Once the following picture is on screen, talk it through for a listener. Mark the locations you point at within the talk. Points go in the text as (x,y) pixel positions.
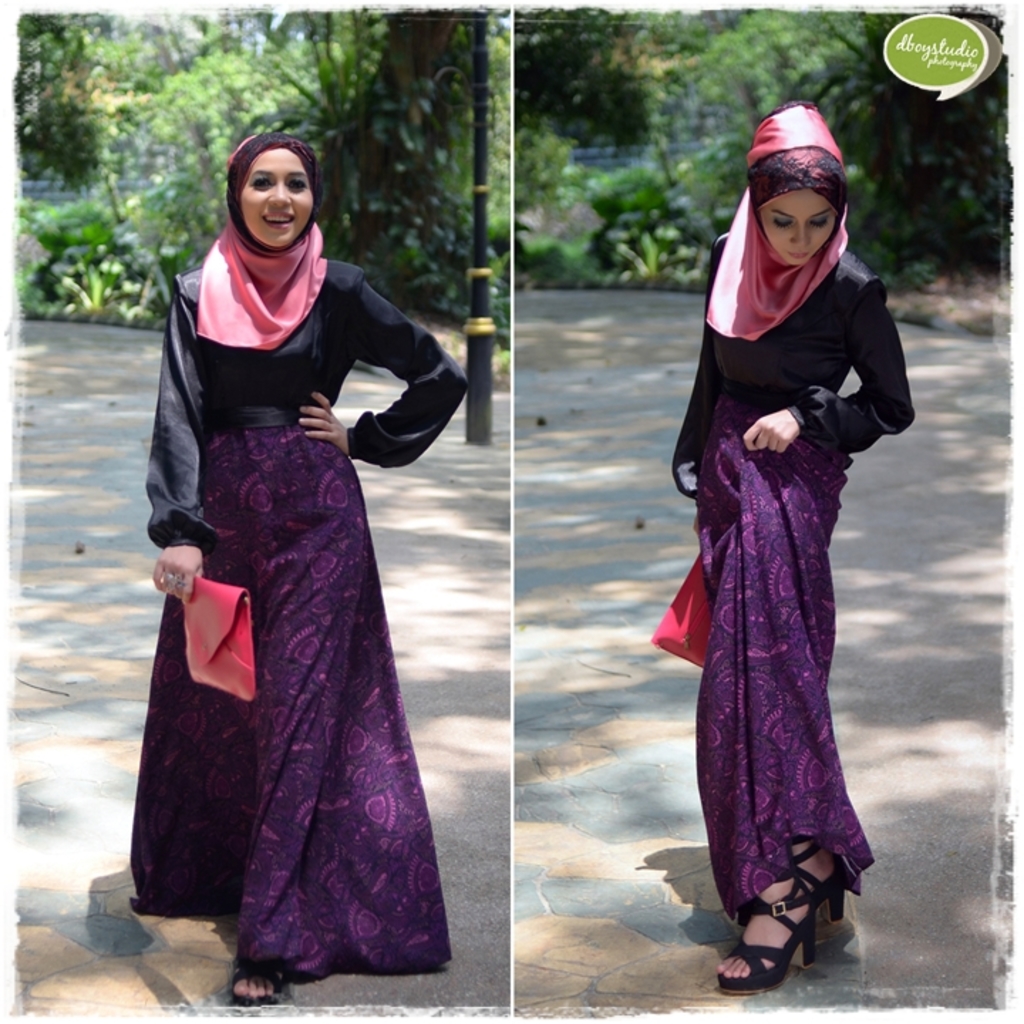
This is a collage image, we can see a woman (380,680) is standing in different positions and holding a red object (246,632). Behind the woman (292,533) there is a pole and trees (298,90). On the image there is a watermark (941,71).
